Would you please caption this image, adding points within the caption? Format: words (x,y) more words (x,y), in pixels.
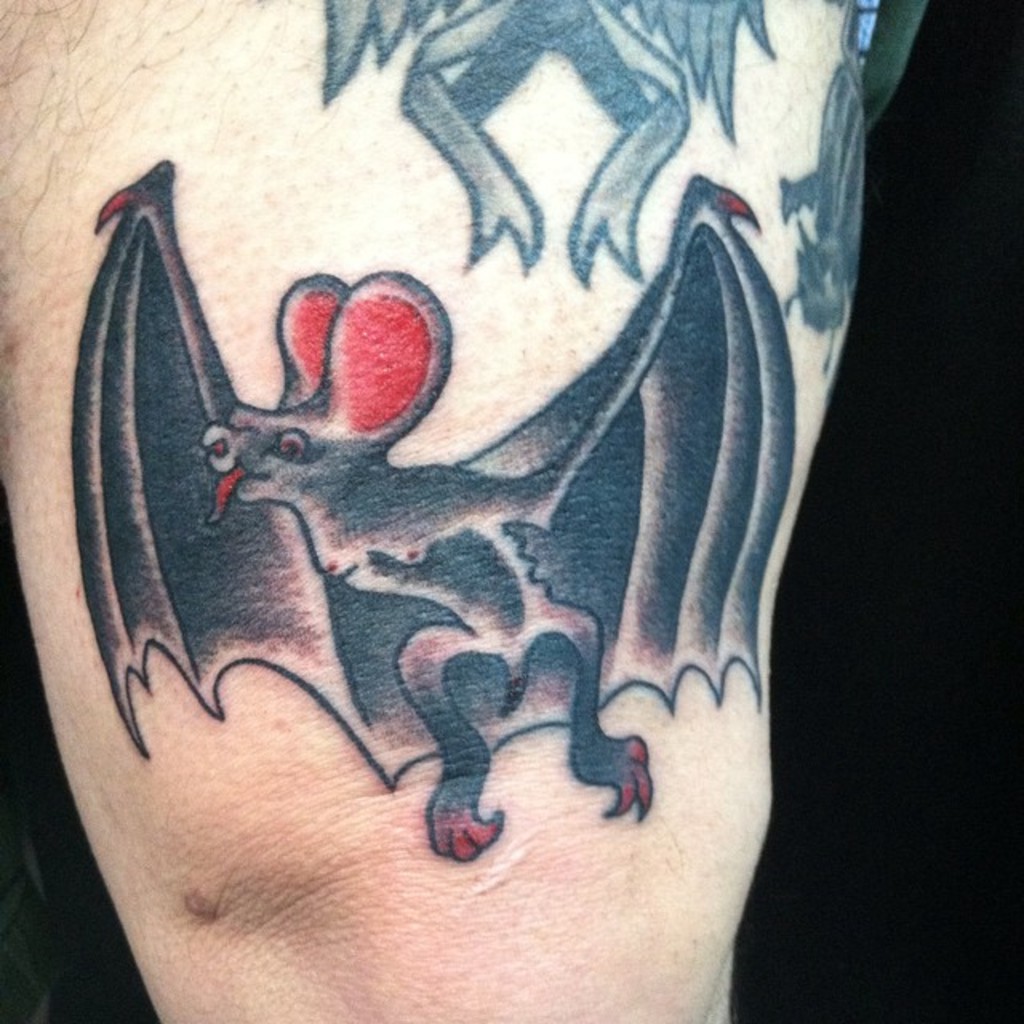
In this image we can see a tattoo (502,150) on the person's skin (224,465).
